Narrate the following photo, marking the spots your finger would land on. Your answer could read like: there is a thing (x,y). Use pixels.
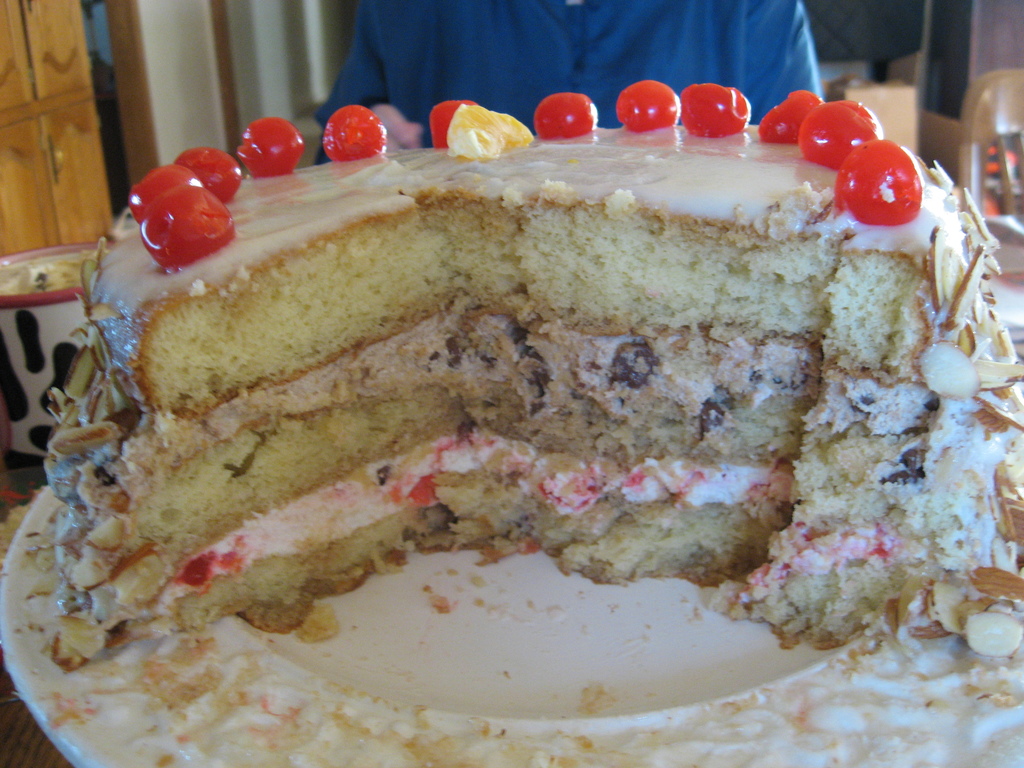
In this image on a plate (384,613) there is a cake (395,309). Here there is a person (511,52). This is a door (90,107). In the background (984,115) there are many other things (965,118).
